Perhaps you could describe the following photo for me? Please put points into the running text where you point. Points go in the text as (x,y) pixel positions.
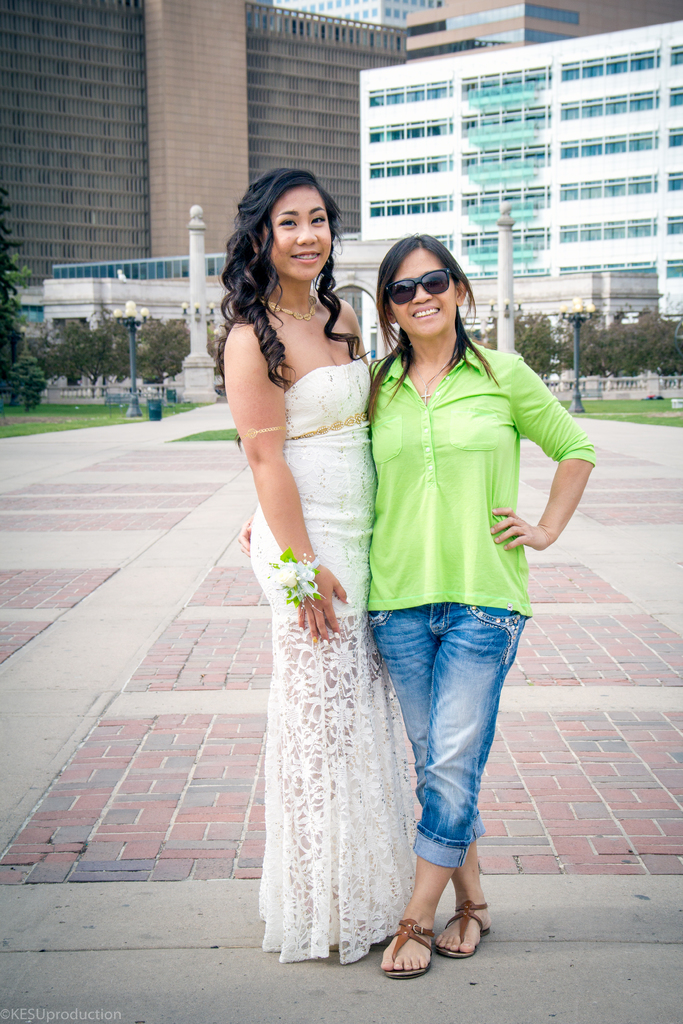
In this image we can see a woman (367,472) wearing the frock (340,628). We can also see another woman (503,566) wearing the shirt (467,420) and also glasses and these two women (381,679) are standing on the path (129,966) and smiling. In the background (305,90) we can see the buildings (448,69). We can also see the light poles (569,320), fence (661,381), memorials (507,343). In the bottom left corner (17,1017) there is text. Grass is also visible in this image.
